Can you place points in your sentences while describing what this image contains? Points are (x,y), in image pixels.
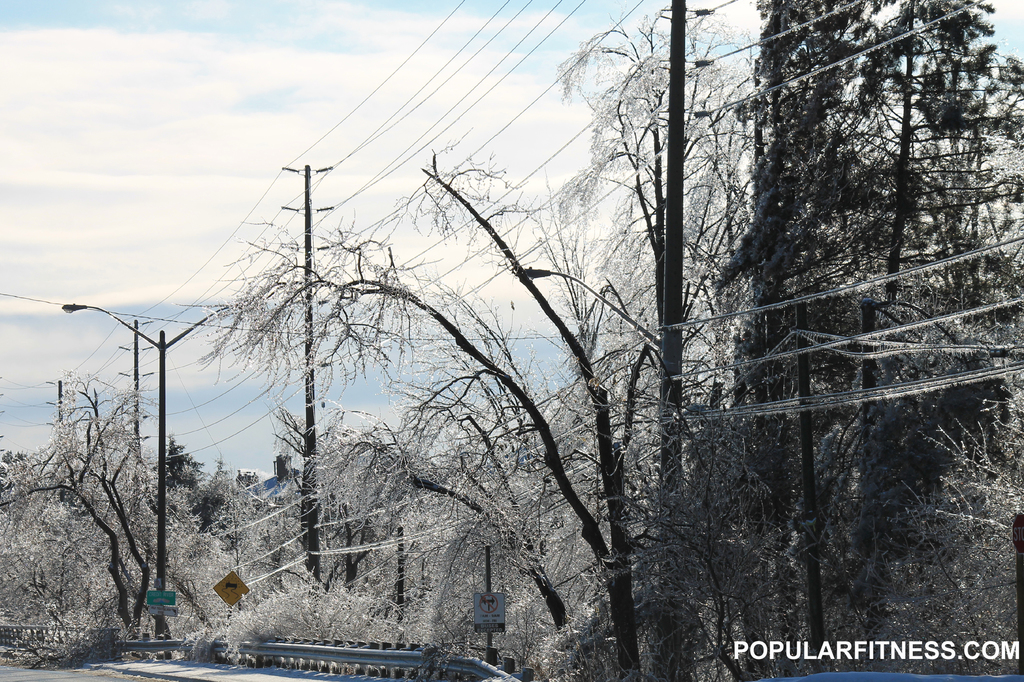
Here in this picture we can see plants (345,539) and trees (431,421) present on the ground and we can also see light posts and electric poles (325,170) present and we can see cable wires (373,185) hanging through the poles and we can see the sky (362,87) is mostly covered with clouds (248,33).
